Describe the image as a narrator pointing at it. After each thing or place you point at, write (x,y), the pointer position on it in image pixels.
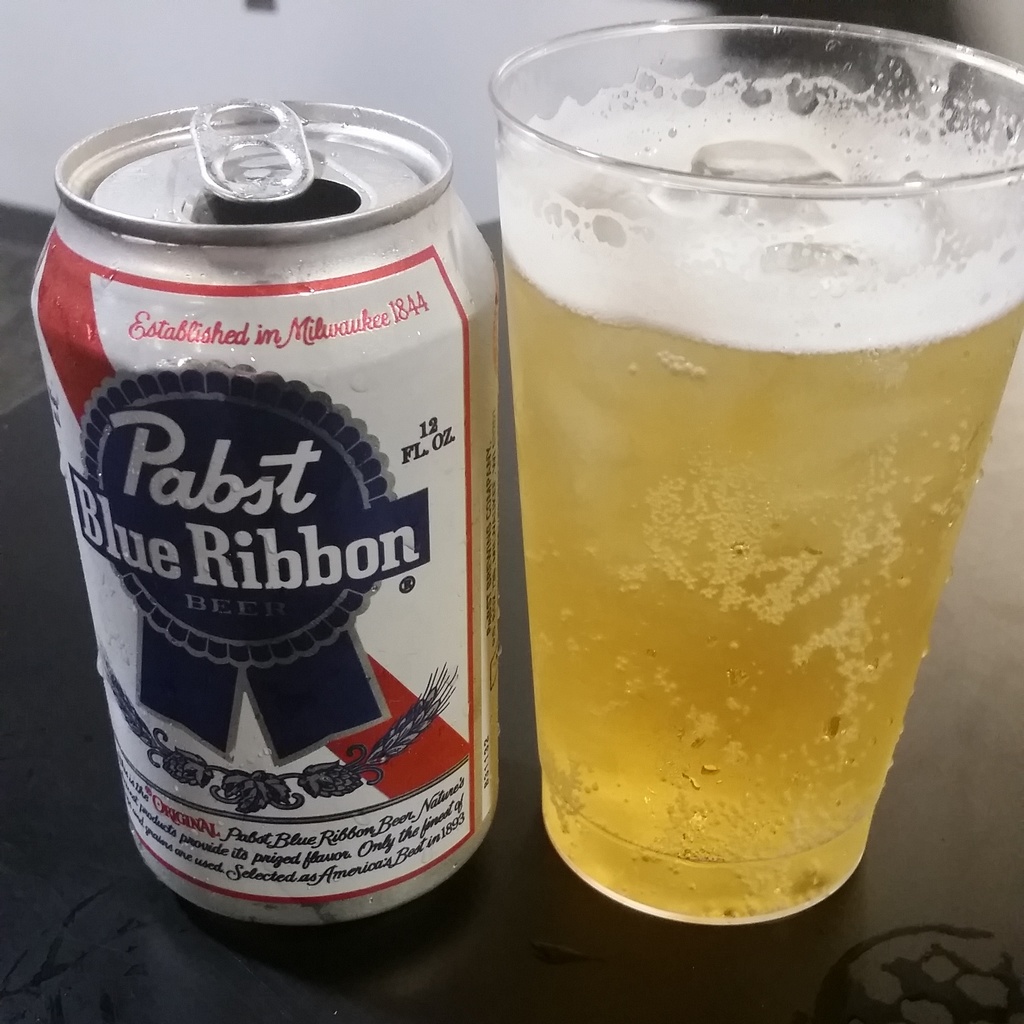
In this picture, we see a beer can (377,572) and a glass (641,579) containing liquid (630,485) are placed on the black color table (539,847). In the background (180,87), we see a wall (426,72) in white color.
